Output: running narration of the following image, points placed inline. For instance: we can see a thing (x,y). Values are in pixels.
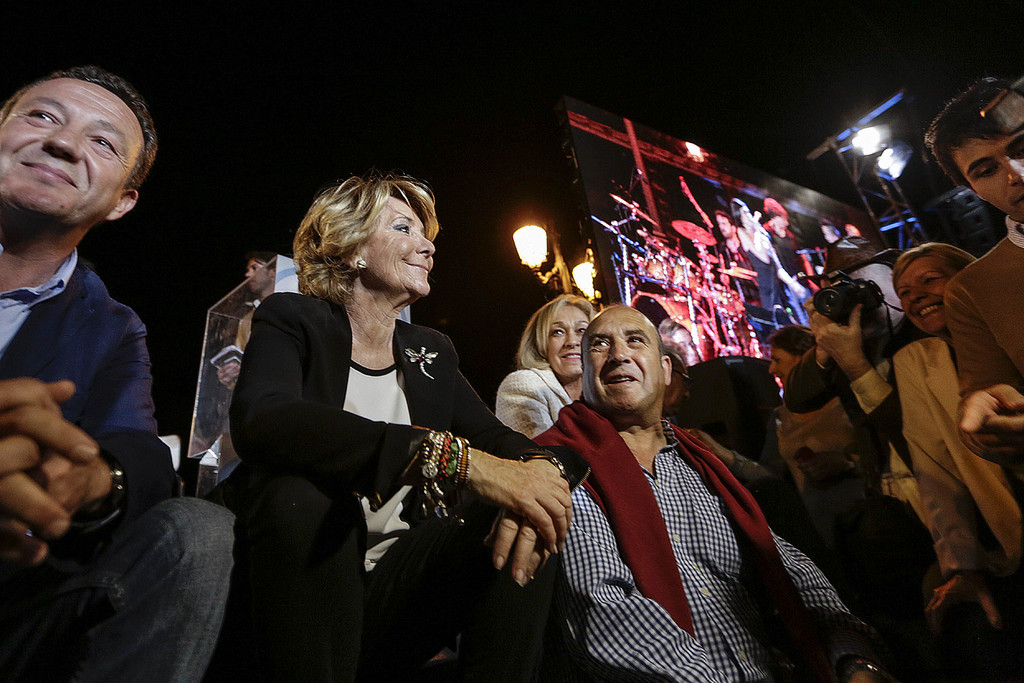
In this image there are group of people (563,441) who are sitting and laughing. On the right side (829,326) there is a man (827,344) who is taking the pictures with the camera (833,304). In the background (699,236) there is a screen (673,204). Behind the screen (704,230) there is a light (535,246).
